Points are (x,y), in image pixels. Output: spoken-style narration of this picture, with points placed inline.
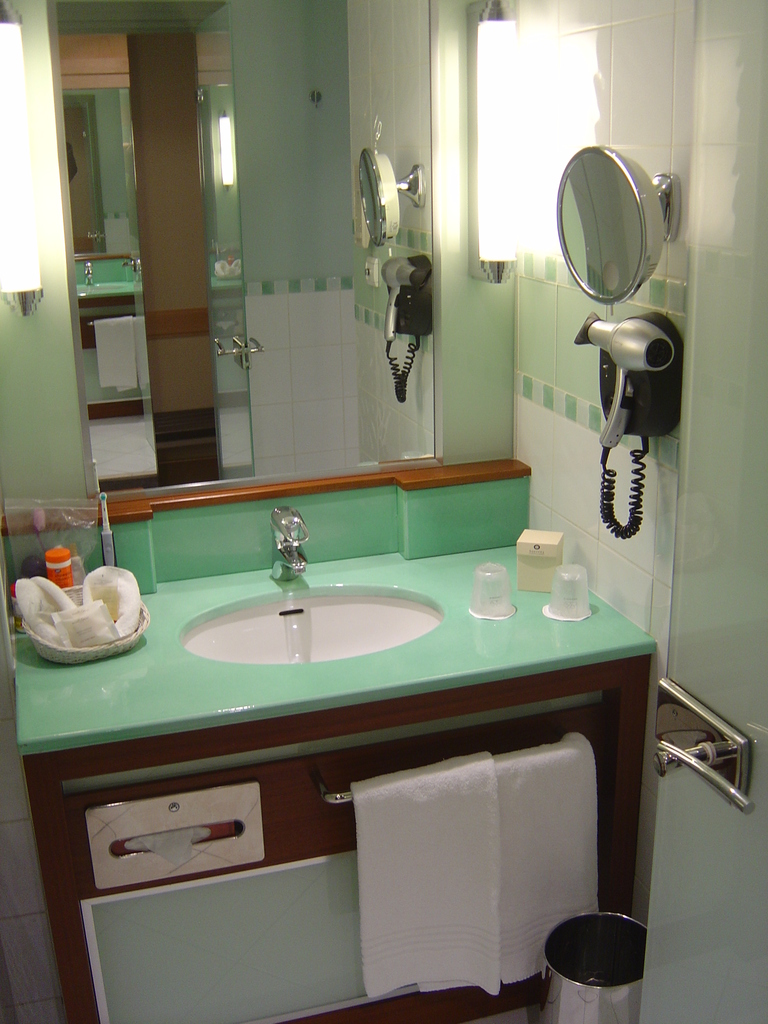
This is a picture of a room (296,656), we can see a mirror (337,390), glasses (506,586), clothes (516,844), sink (357,653) and some other objects (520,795), on the right side of the image (619,404) it looks like a hair dryer (616,394) and a mirror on the wall (579,381), also we can see the lights (506,55) and a door (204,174).
